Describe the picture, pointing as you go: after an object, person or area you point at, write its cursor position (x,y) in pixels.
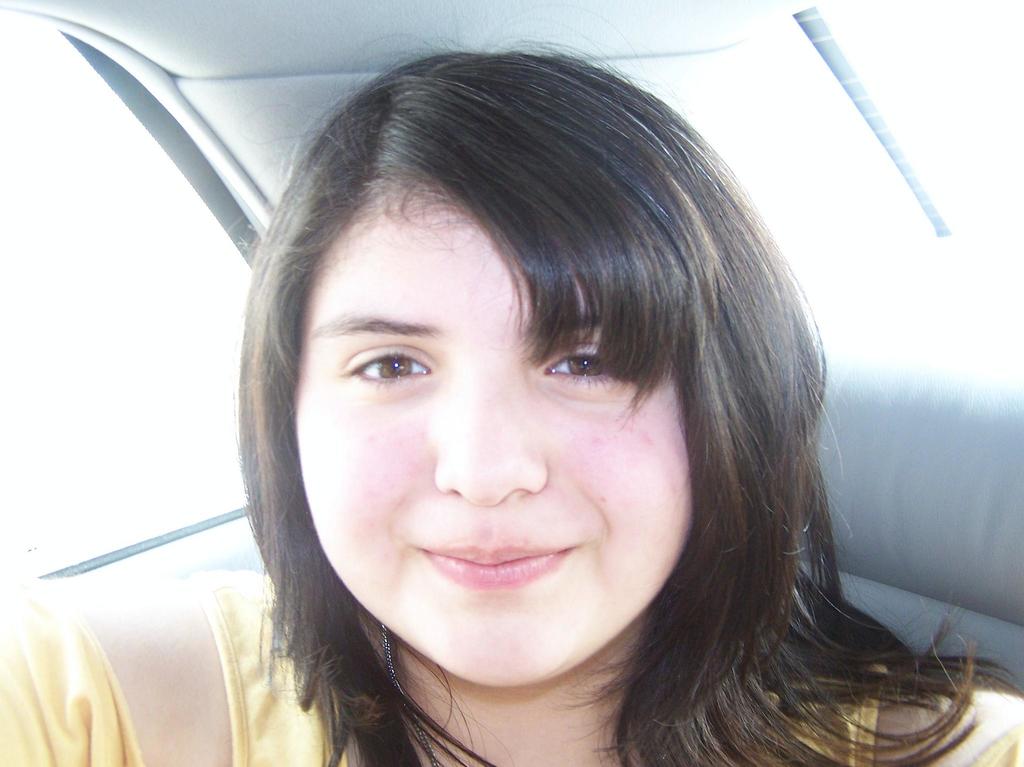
In the center of the image (677,452) we can see a lady (531,462) sitting in the car (166,257).
